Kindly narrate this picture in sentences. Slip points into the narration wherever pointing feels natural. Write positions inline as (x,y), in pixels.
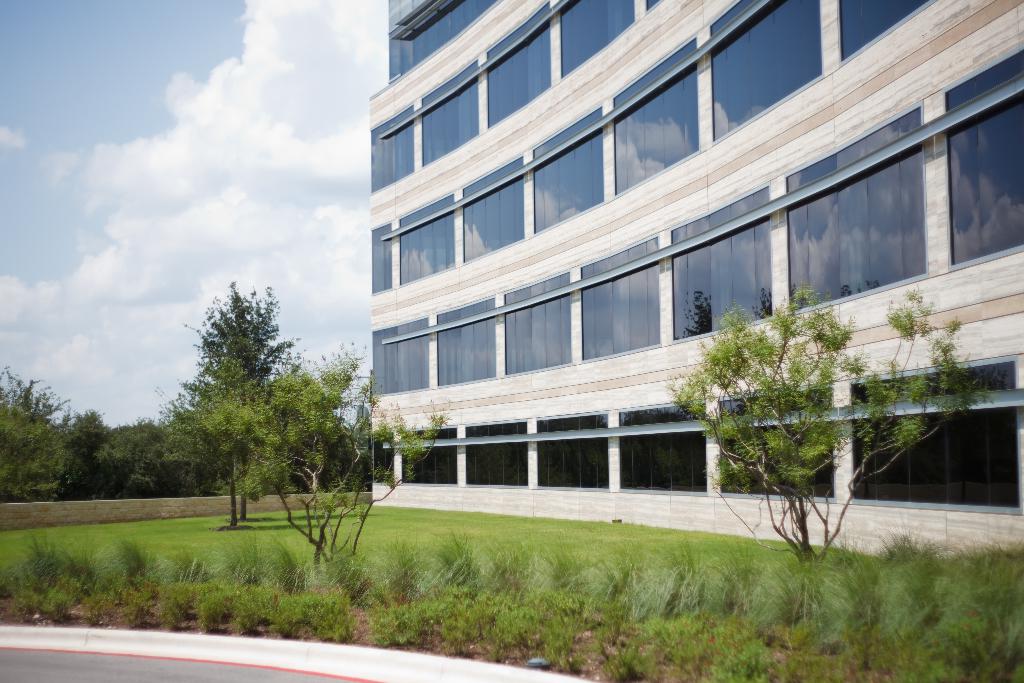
In this image there is a building (421,308), there are trees (735,472), plants (655,581), grass (433,512) and some clouds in the sky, there are reflections (665,155) of trees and clouds (633,168) in the windows (688,146) of the building (434,312).
